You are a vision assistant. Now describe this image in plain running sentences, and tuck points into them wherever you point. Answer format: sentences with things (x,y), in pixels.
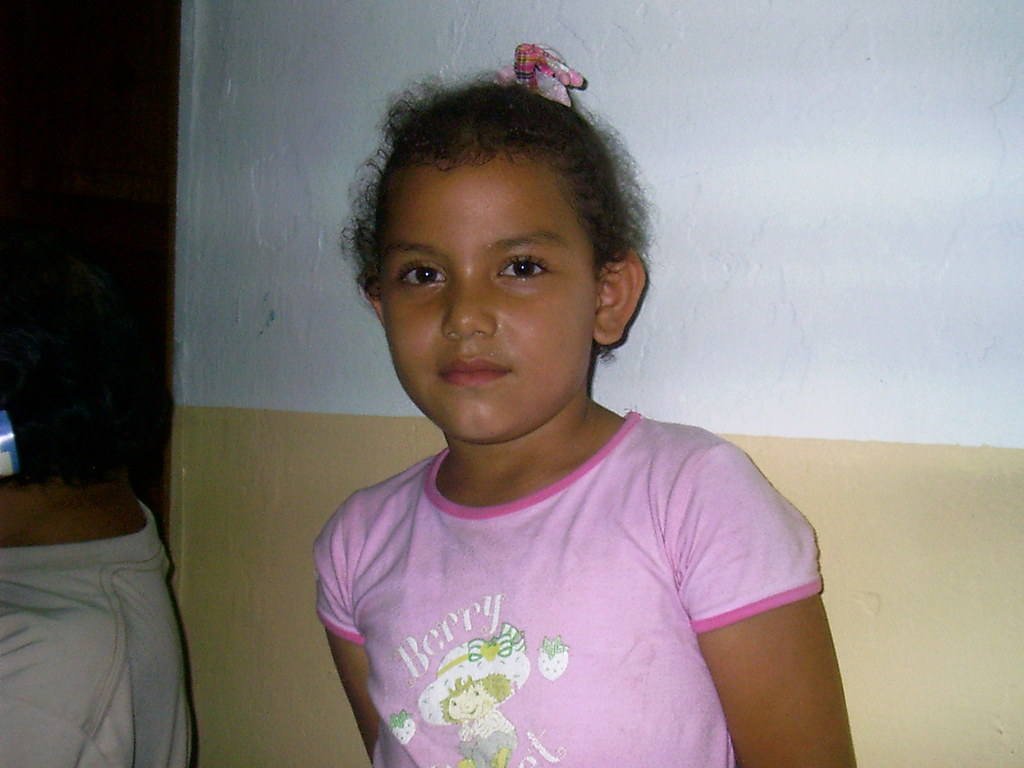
In this image there are two kids (369,574). In the background (264,288) there is a wall (782,198).
